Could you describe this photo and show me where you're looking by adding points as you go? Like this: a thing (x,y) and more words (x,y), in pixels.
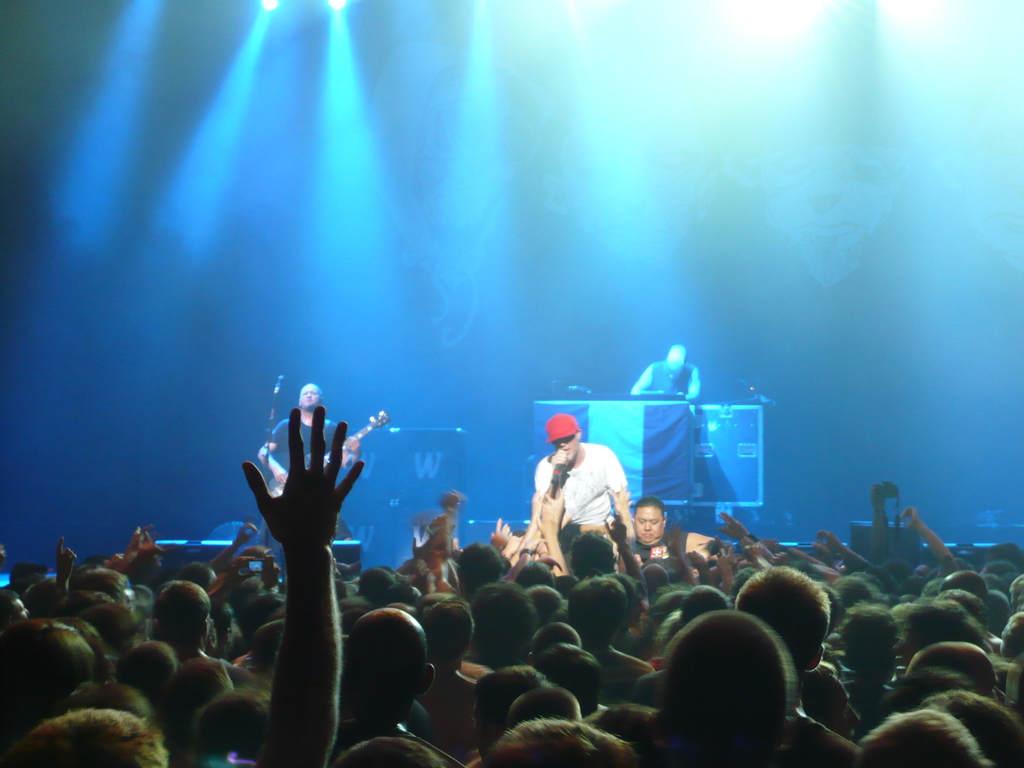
In the foreground of this picture (371,668), there is a crowd (316,732). In the background (542,481), there is a man (578,491) holding a mic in his hand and another two men (687,372) playing a musical instrument (358,435). On the top (574,5), there are lights (780,7).
